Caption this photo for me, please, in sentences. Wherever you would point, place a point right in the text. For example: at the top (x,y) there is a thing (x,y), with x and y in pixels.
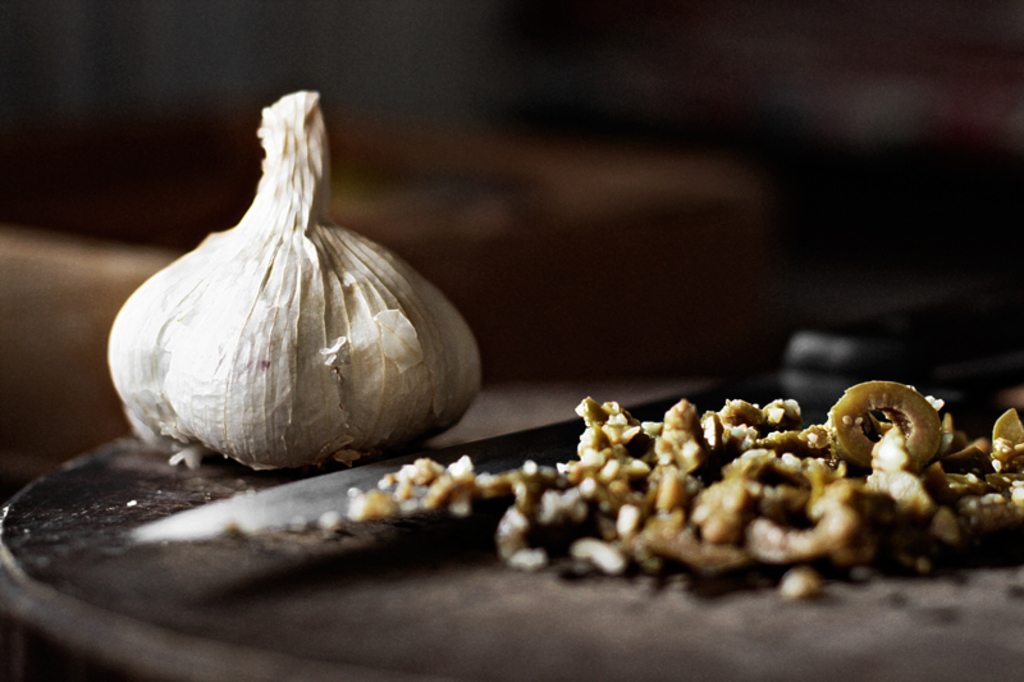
Here we can see garlic (254,393), knife (803,355) and food item (671,431) on the surface (87,531). Background (675,50) it is dark.
